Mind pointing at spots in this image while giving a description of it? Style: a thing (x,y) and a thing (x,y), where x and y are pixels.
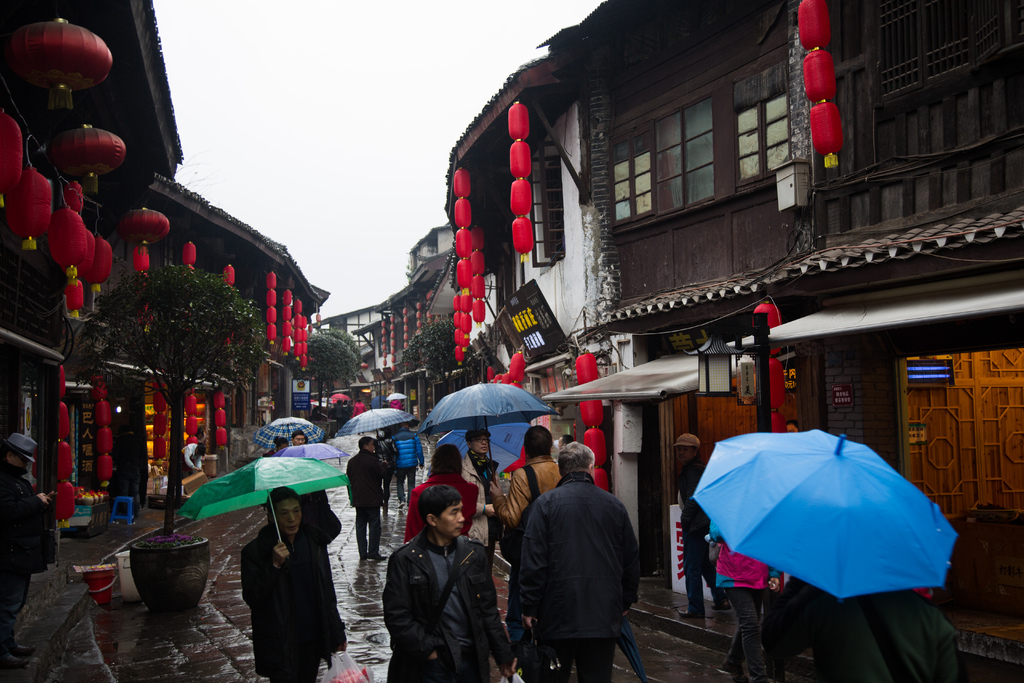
In this image there are group of people (686,547) some of them are holding umbrellas (490,454), and some of them are wearing bags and holding covers (357,678). At the bottom (214,584) there is walkway (213,608), on the right side (821,263) and left side (23,334) there are some buildings (581,285), trees (323,342), boards (667,342), and some objects (109,443) which are red in color. On the left side (116,510) there is a stool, bucket (87,577), flower pot (173,583) and one person (2,509) who is wearing hat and holding phone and at the top (296,176) there is sky (263,135).
